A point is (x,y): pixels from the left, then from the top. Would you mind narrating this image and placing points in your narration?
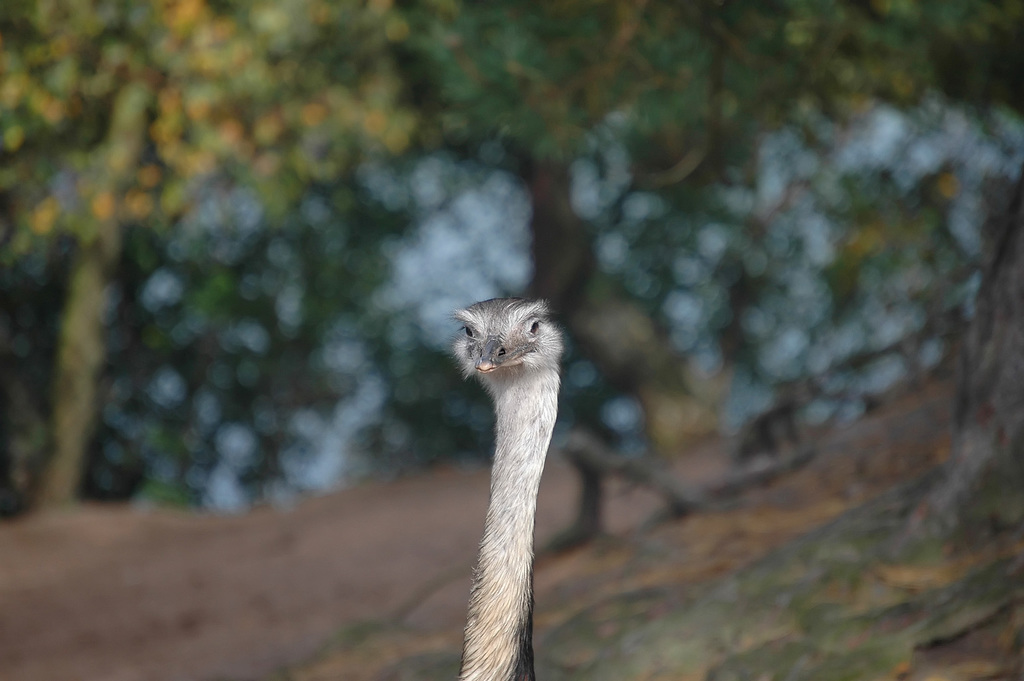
In the image we can see bird ostrich (522,479). In the background (466,430), we can see the trees (383,144) and the background (137,154) is blurred.
